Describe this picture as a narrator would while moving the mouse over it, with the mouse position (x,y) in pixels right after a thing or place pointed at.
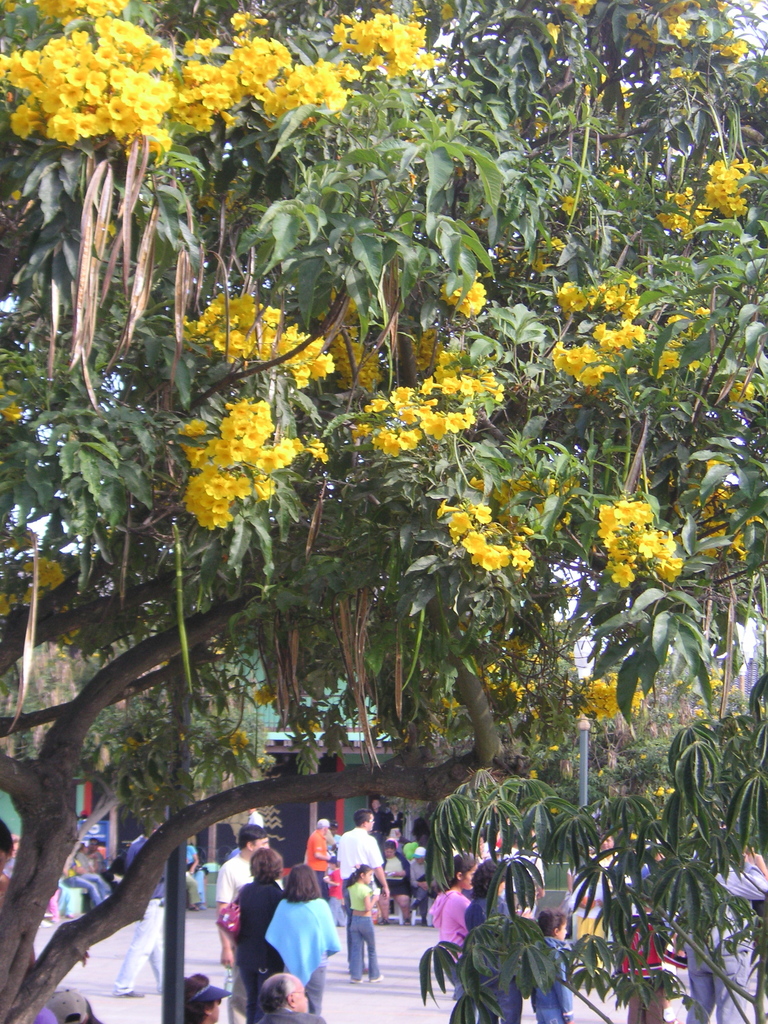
In this image there is a tree (65,725) in the middle (313,630). To the tree (210,337) there are yellow flowers (208,125). In the background (307,891) there are so many people (350,905) who are walking on the floor (342,947). Behind them there is a building (340,810).
